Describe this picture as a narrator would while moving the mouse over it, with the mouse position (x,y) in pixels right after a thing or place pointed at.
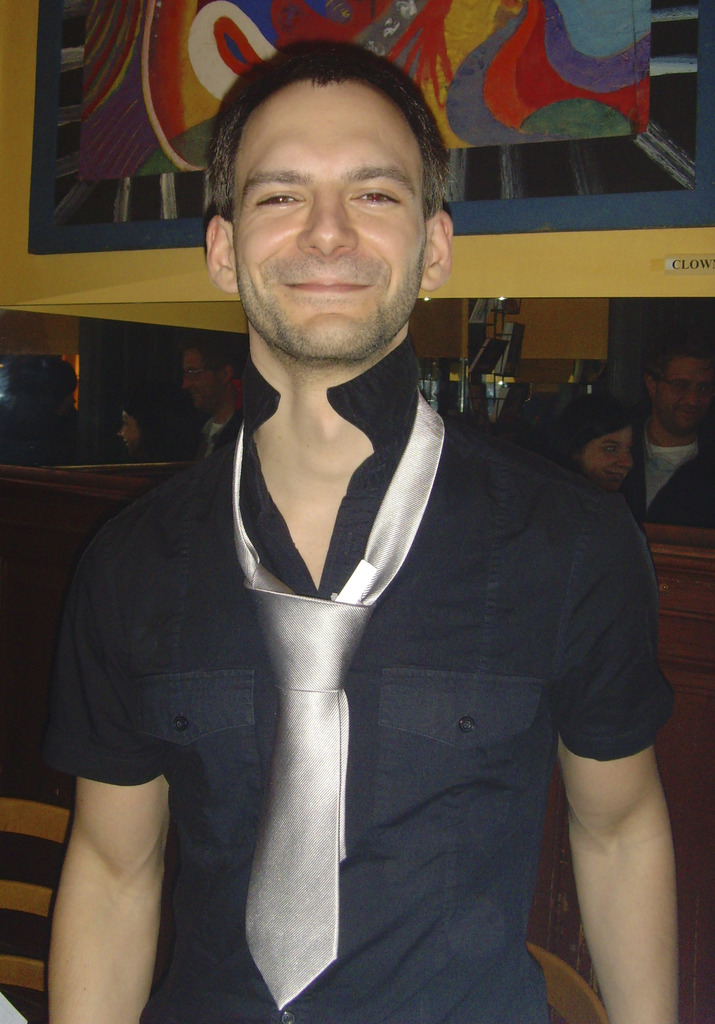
In this image we can see a few people (423,635), one of them is wearing a tie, there is the painting (466,87) on the wall (467,236).
